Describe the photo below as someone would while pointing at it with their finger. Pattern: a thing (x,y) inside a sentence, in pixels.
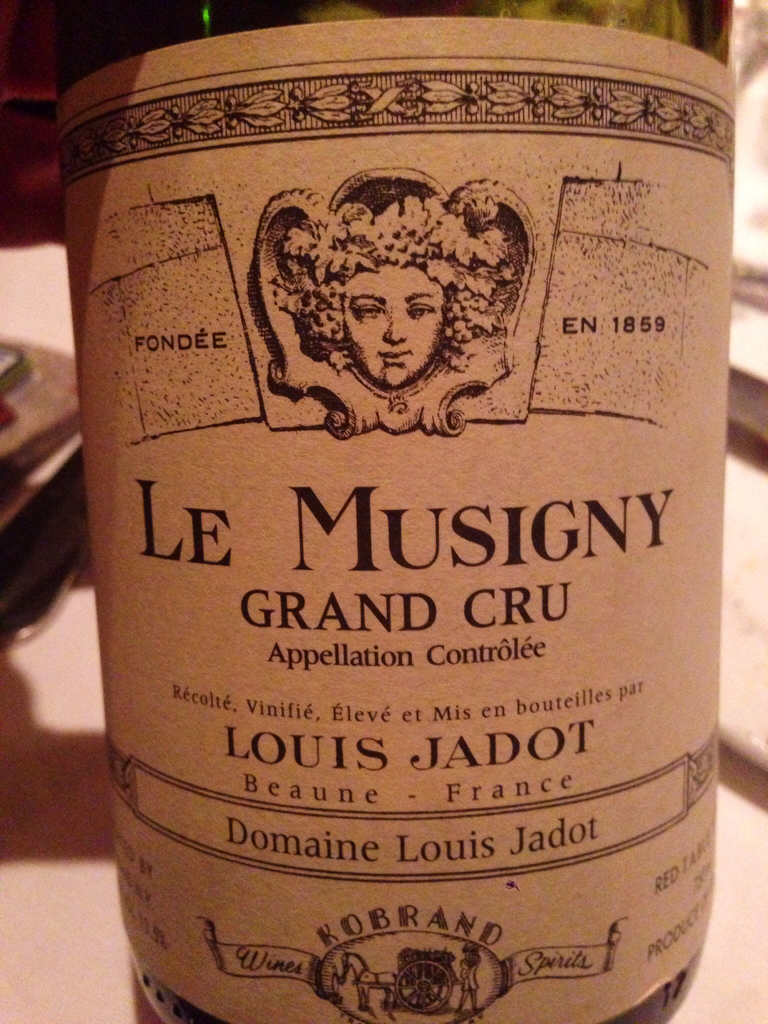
In this image there is a liquor bottle (366,292). On the label (399,568) some text (383,619) and picture (395,316) is there. The background (17,204) is not clear.
